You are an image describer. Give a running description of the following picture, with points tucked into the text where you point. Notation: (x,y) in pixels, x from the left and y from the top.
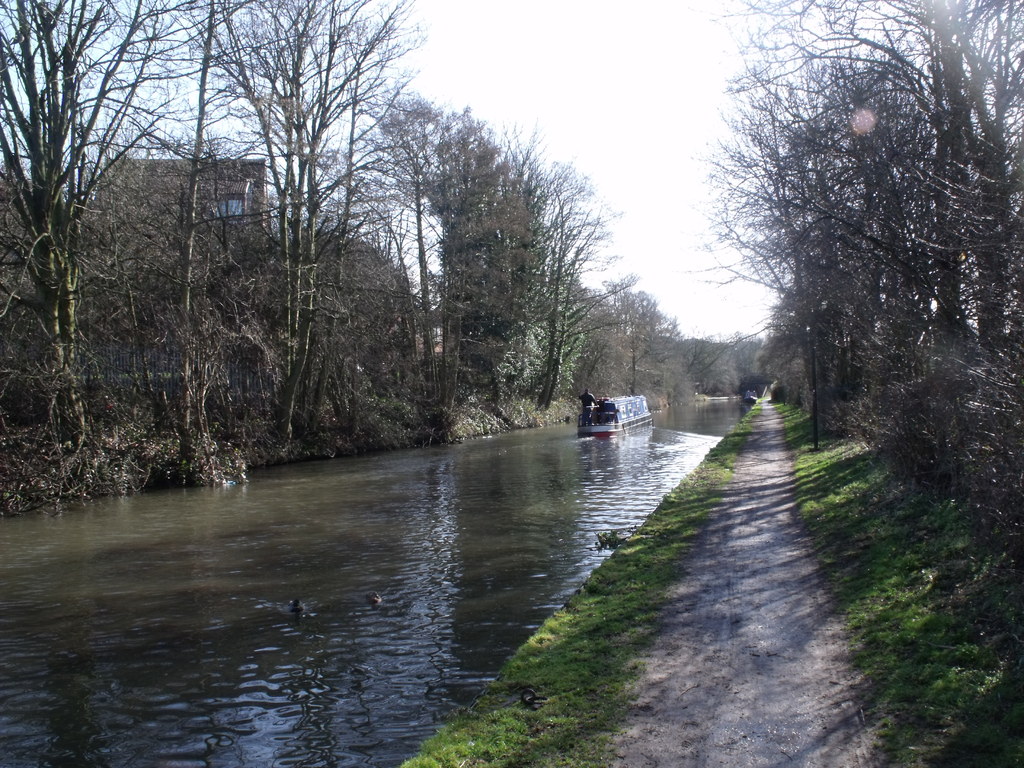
On the right side of the picture (841,709) there are trees (876,255), grass (834,477) and path (753,701). In the center (619,449) and towards left (227,576) it is canal (485,487), in the canal (429,549) there are ducks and a boat (611,418). In the center of the picture (557,327) and towards left (273,275) there are trees (285,396), shrubs (248,415) and building (263,185). It is sunny.
